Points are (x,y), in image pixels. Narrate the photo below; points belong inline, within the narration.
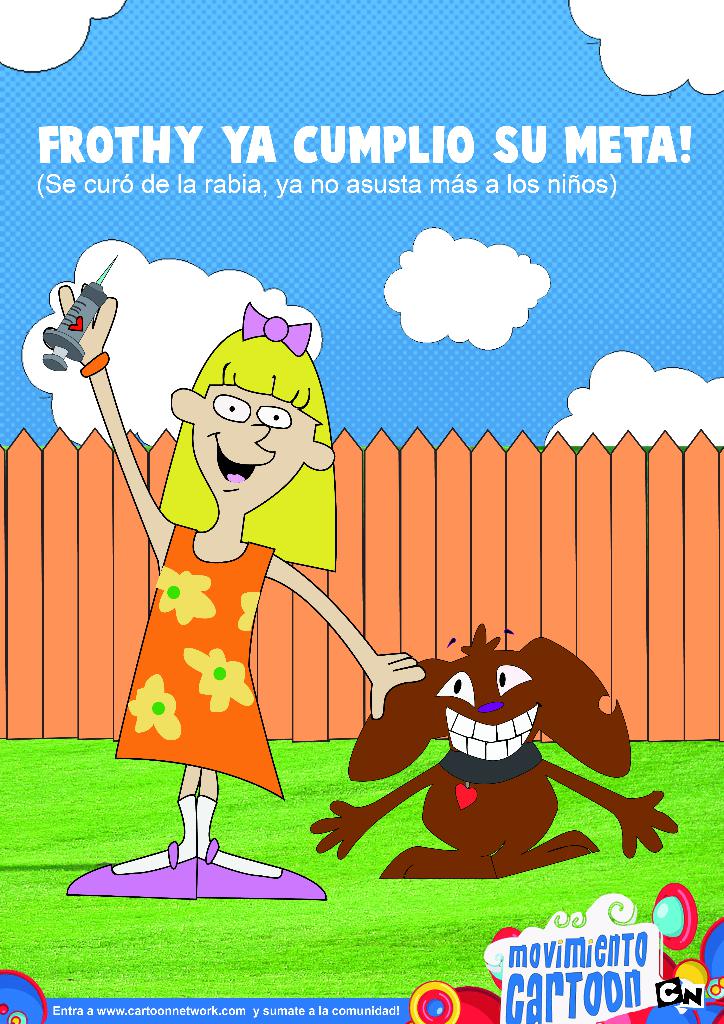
In this image I can see cartoons (484,736) of a girl (261,721) and a dog (438,781). I can see clouds (494,292) and some text (375,138) at the top of the image (352,182). She is holding the injection syringe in her hand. At the bottom of the image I can see some text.
